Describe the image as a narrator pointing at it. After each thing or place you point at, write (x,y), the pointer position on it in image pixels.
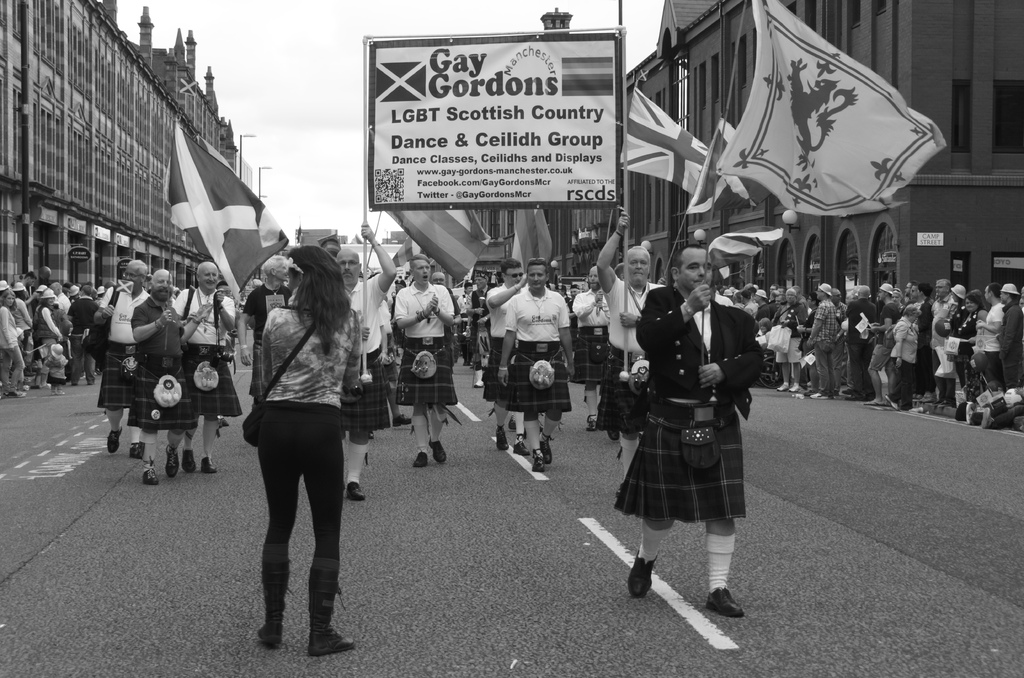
In this image we can see black and white picture of a group of persons (350,371) standing on the ground (882,492). Some persons (702,426) are holding flags (655,165) in their hands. Two persons (645,371) are holding a board (500,161) with some text (510,160) on it. In the background (1014,262), we can see a group of buildings (132,202) with windows (145,131) and towers (176,62) and the sky (301,95).
